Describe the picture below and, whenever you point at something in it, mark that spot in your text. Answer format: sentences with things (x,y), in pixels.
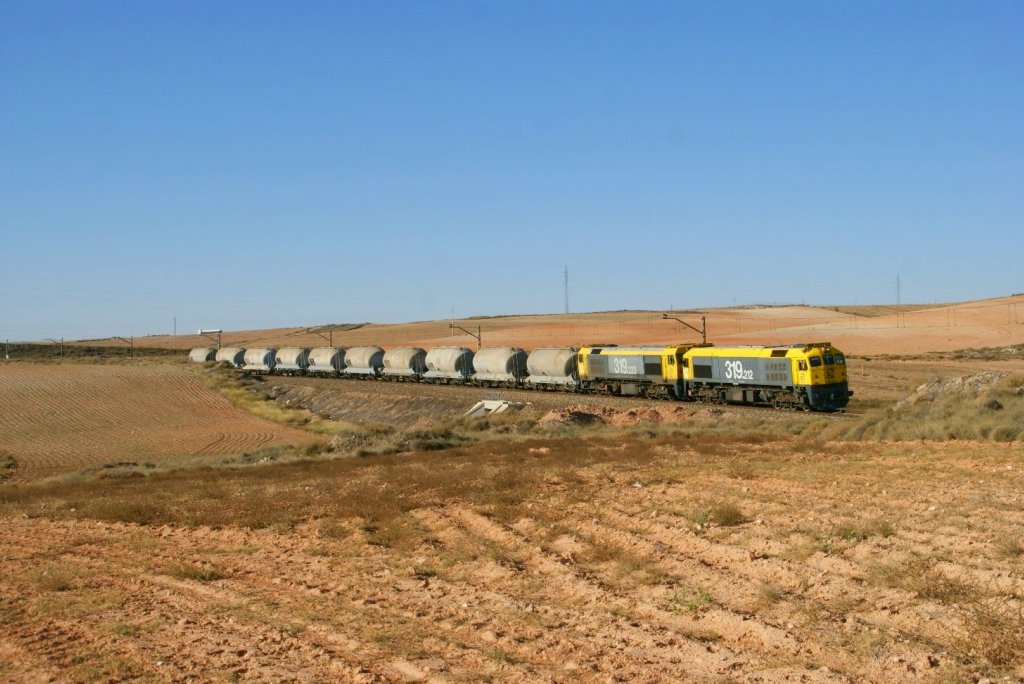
In the center of the image (672,384) we can see a train (802,401) on the track (815,413). We can also see some plants (753,432), poles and the sky (598,183) which looks clear.
